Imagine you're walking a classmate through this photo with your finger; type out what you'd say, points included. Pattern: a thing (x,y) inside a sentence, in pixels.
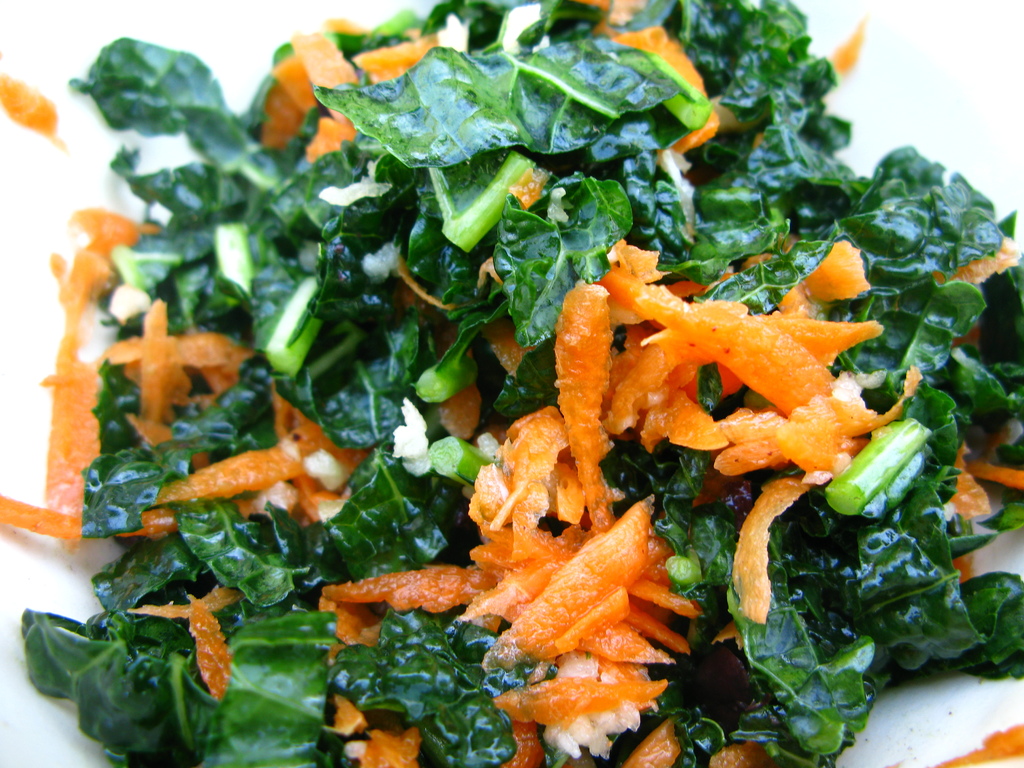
In this image I see pieces of orange color food (820,286) and I see number of green leaves (325,165).
